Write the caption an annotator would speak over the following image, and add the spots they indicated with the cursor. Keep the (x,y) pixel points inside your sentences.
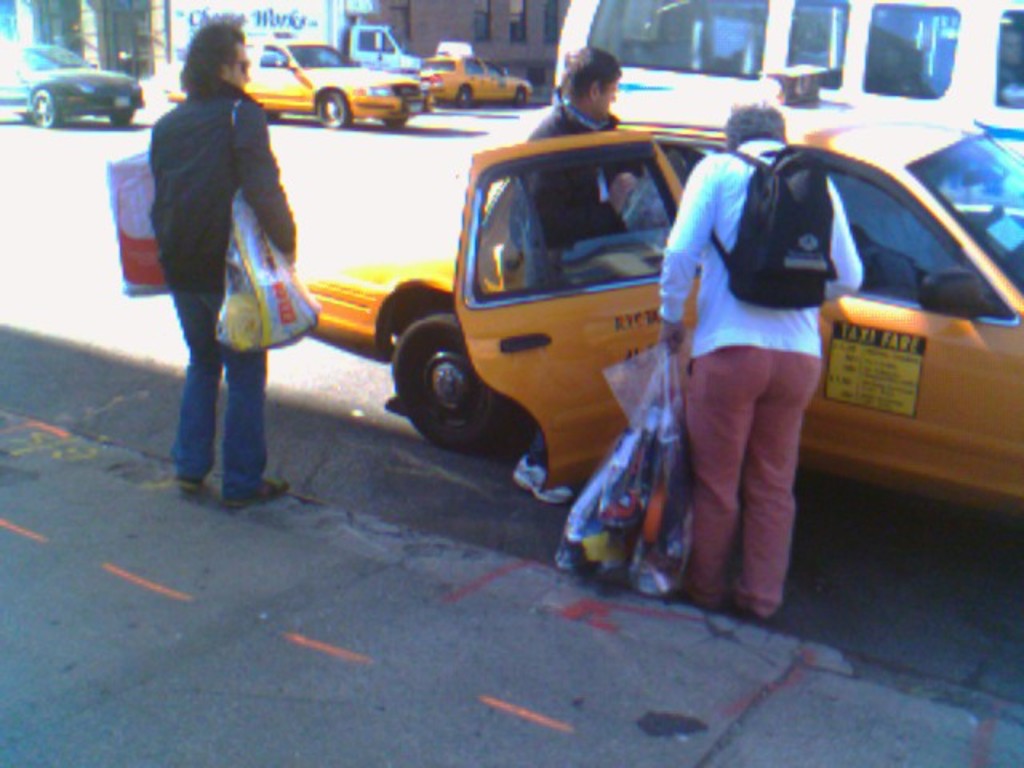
In this image I can see few people (793,210) are holding bags (637,389) and wearing different color dress (707,266). In front (483,333) I can see few vehicles (591,373) on the road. Back Side I can see building (475,29) and a windows (520,35).
